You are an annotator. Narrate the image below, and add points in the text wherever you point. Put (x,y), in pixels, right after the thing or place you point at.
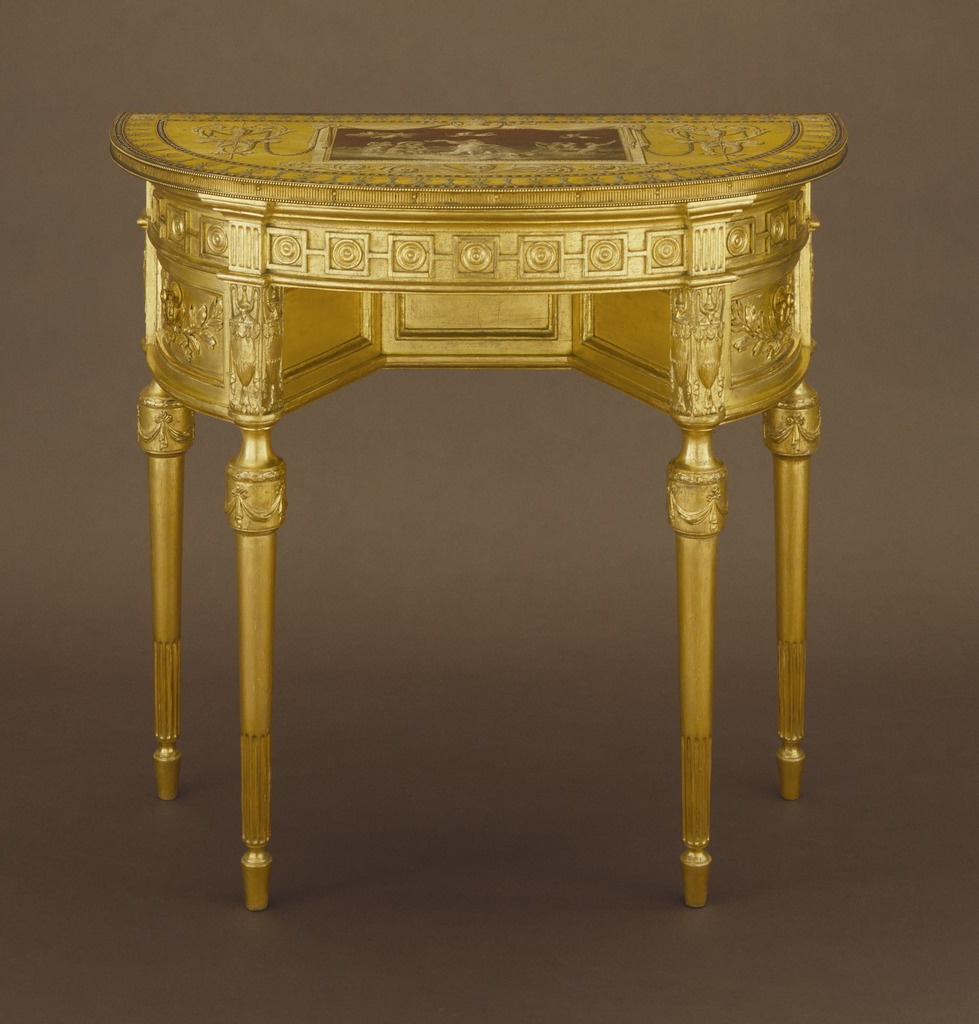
This is a zoomed in picture. In the center (650,390) there is a golden color table (282,357) placed on the ground (761,791).
